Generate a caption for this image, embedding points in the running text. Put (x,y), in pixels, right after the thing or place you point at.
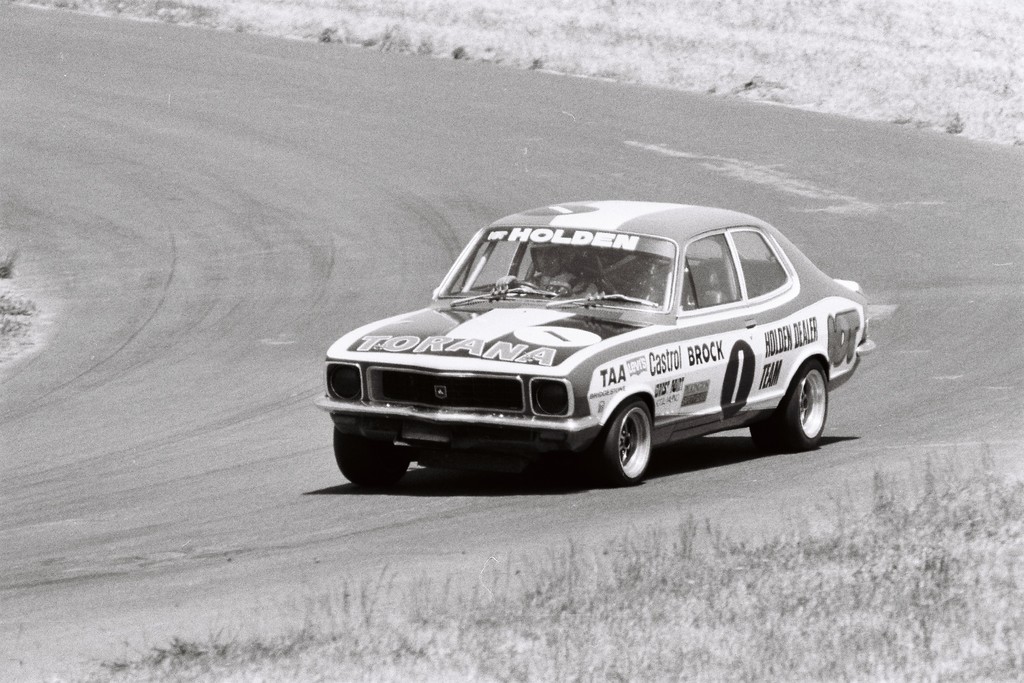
In this picture we can see a car (598,387) is traveling on the road (811,469), at the bottom (716,656) there is grass (693,635), we can see a person (552,277) in the car (553,290), it is a black and white image.
